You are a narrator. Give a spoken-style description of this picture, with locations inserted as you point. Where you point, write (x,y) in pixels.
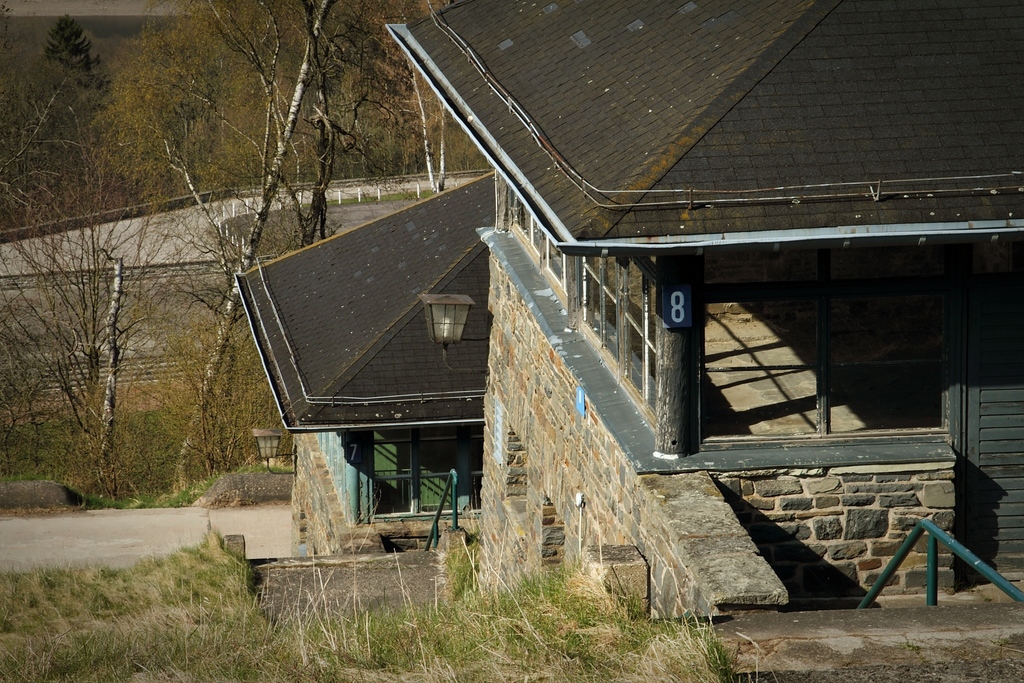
On the right side of the image (856,172) there are some buildings (821,98). On the left side of the image (117,604) there are some trees (169,26) and grass (357,628) and fencing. On the building (389,309) there are two lights (449,312).
